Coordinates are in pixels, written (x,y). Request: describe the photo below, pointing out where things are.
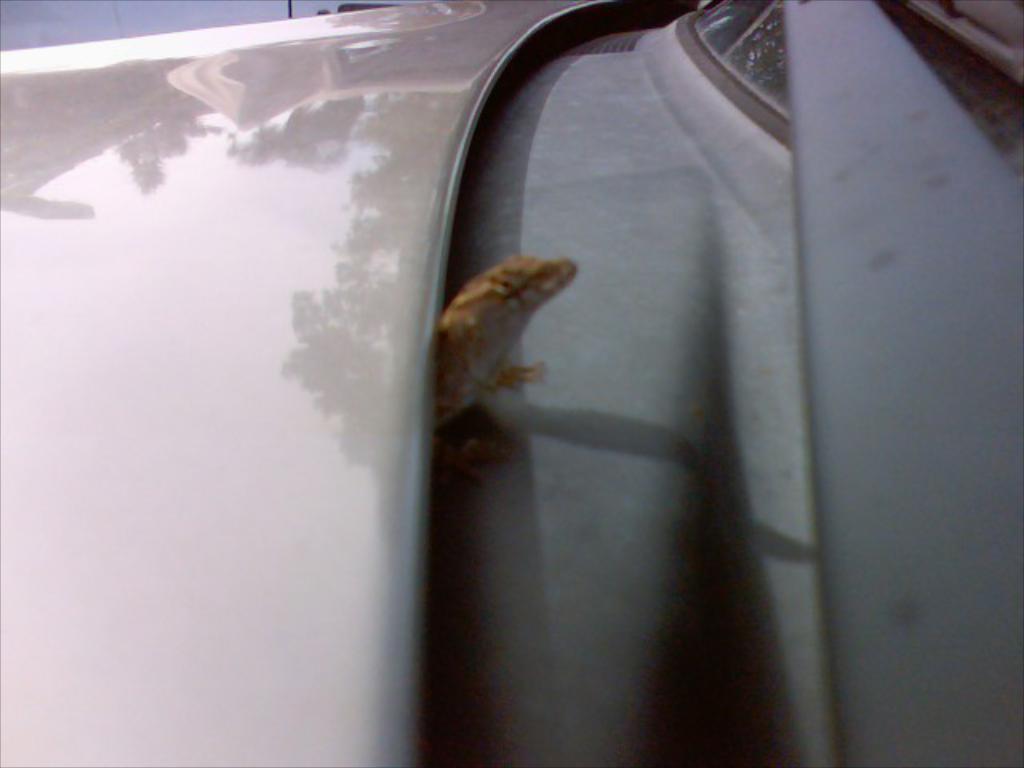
In the image in the center (432,497) we can see one car (396,607). On the car (406,327), there is a lizard (441,325).
